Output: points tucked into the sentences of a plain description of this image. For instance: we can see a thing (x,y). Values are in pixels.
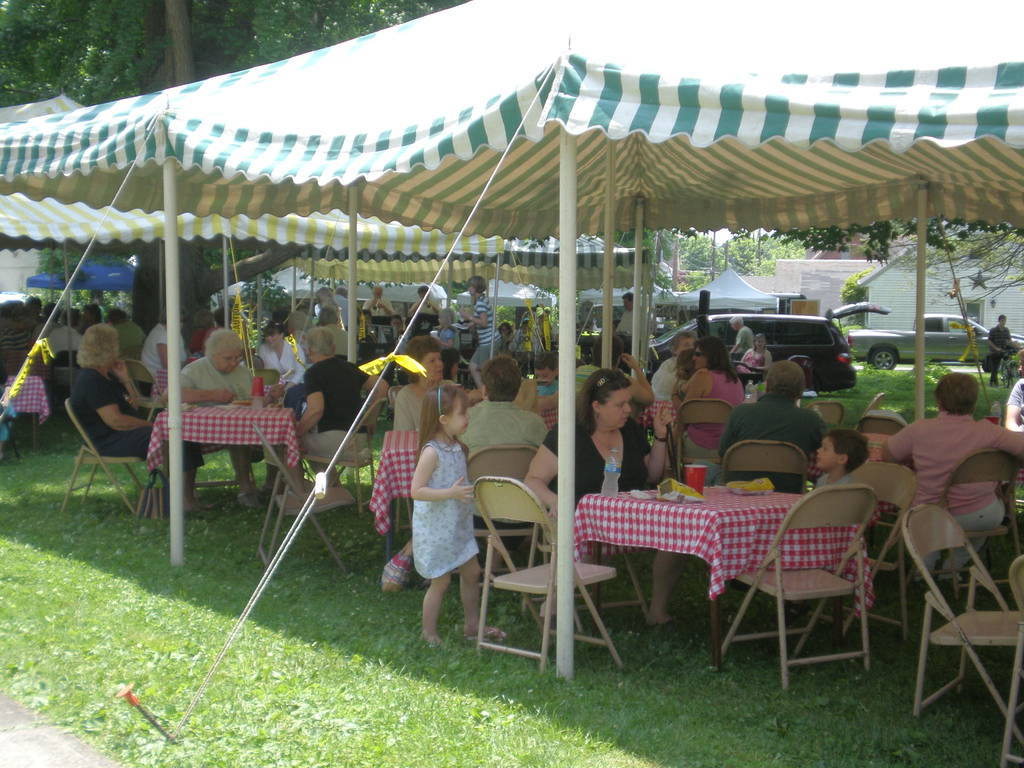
This picture shows a tent (562,78) and we see people (629,458) seated on the chairs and we see few water bottles (617,451) and cups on the table (719,527) and we see couple of cars (952,318) parked on the side of the road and we see couple of houses (830,252) and trees (784,257) and we see few people (421,313) standing.
